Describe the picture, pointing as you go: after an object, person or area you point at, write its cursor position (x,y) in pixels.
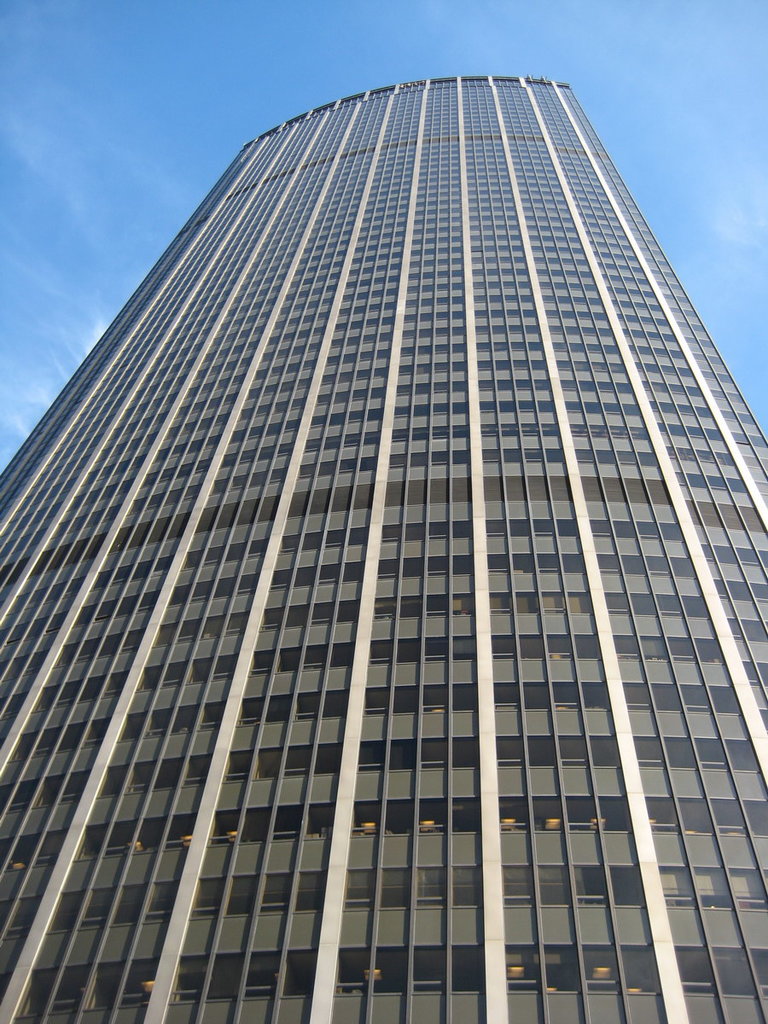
In the foreground of this image (303,570), there is a skyscraper (383,357) and in the background (131,101), there is the sky (162,96).
